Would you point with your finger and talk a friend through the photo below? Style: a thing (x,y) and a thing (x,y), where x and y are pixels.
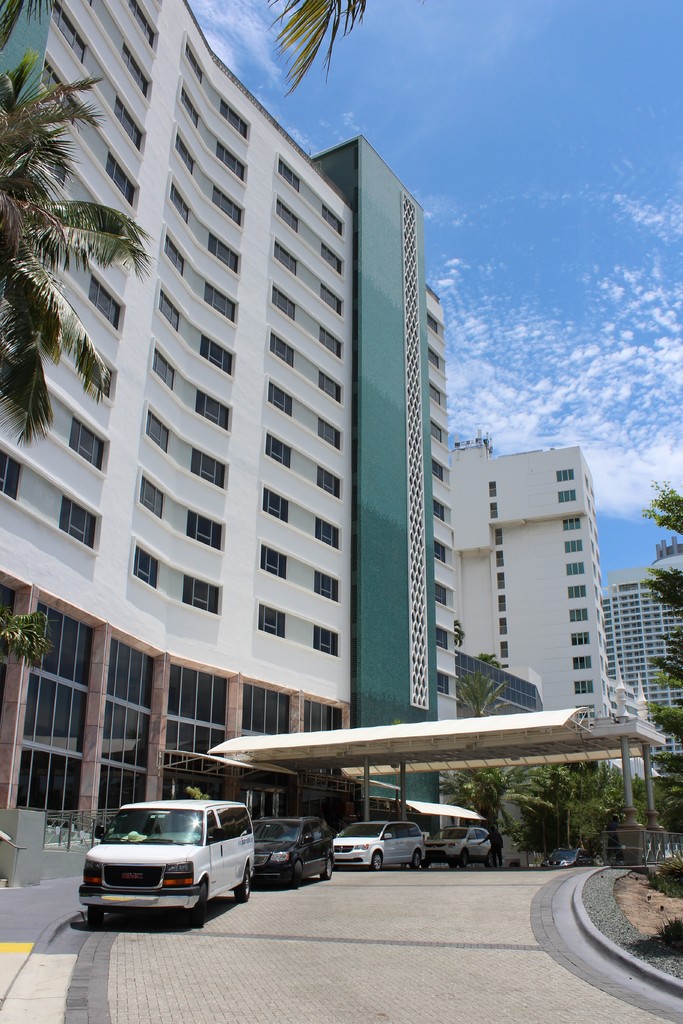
In this picture we can observe a building (175,612). There are some cars (121,852) in this path (269,993). We can observe some trees (559,795). In the background (550,279) there is a sky (538,300) with some clouds (556,310).
